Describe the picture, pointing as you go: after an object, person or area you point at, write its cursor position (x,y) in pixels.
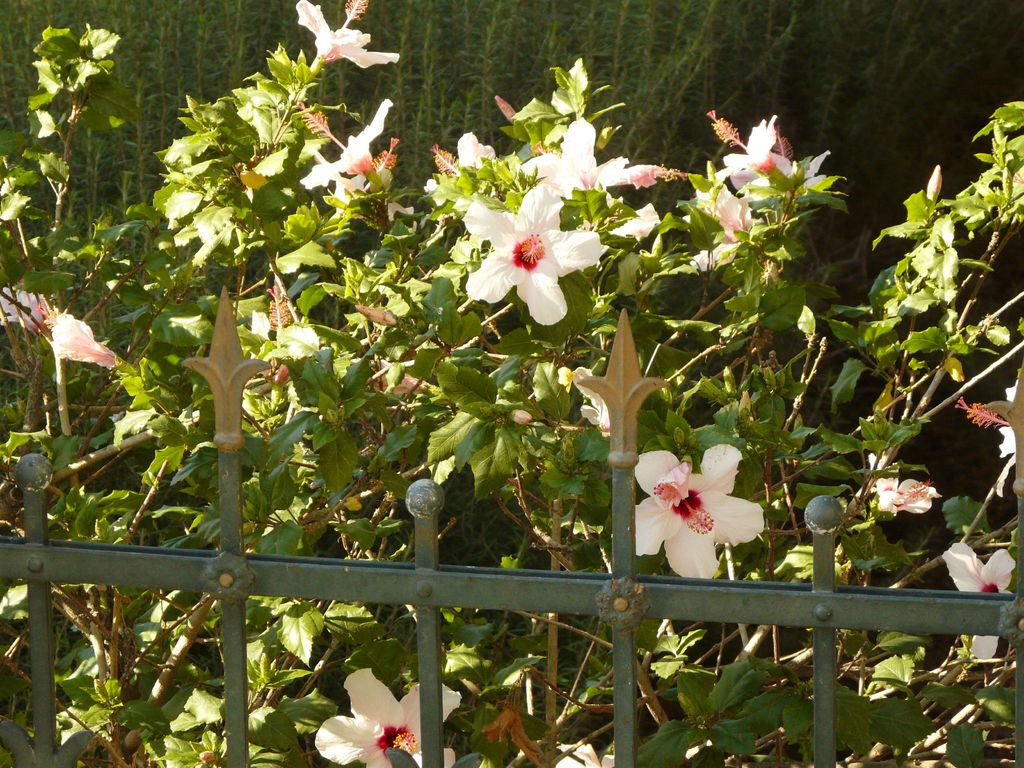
In the center of the image (419,474) there are plants (664,496) and we can see flowers (573,169) to it. At the bottom (427,628) there is a fence (461,760).
